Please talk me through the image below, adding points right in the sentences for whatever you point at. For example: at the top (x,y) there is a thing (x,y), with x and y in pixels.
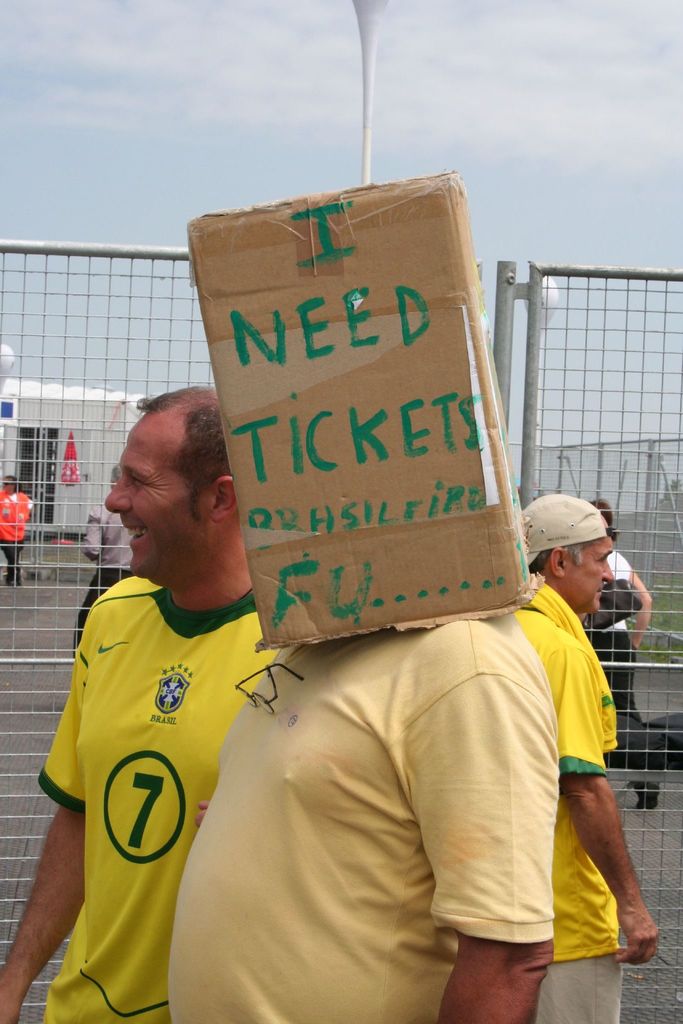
On the left side (185,683), there is a person (160,741) in a yellow color t-shirt (165,725), smiling. Beside this person (157,476), there is another person (541,732) who is covered his face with a box (246,476). On the right side (605,842), there is a person (603,855) in a yellow color t-shirt (590,894), wearing a cap (530,545). In the background (535,466), there is a fence (63,510). Outside this fence (97,245), there are other persons (108,519), buildings (40,453), a pole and there are clouds (48,28) in the sky (48,28).
